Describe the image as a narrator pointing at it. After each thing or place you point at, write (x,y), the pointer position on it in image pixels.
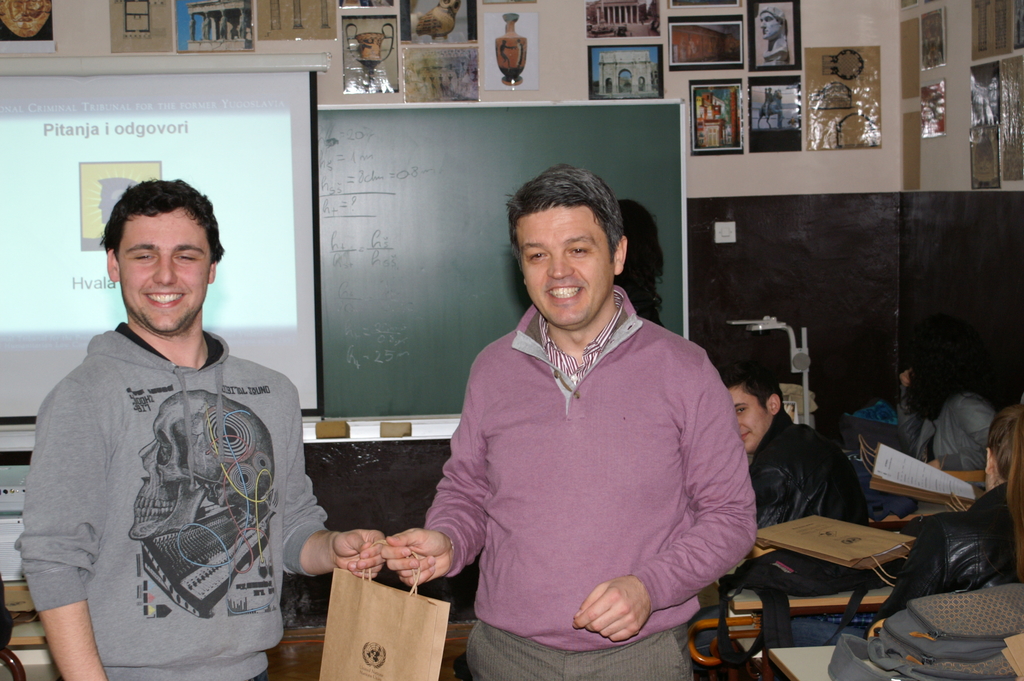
In this image in the center (557,440) there are two people (206,447) who are standing, and they are holding a bag (428,600) and on the right side of the image (919,448) there are some people (907,412) who are sitting on benches (749,613). And on the benches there are some bags (833,540) and papers (899,468), and in the background (366,191) there is a screen (145,135), board (495,122) and some posters (783,141) on the wall (852,199) and objects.
